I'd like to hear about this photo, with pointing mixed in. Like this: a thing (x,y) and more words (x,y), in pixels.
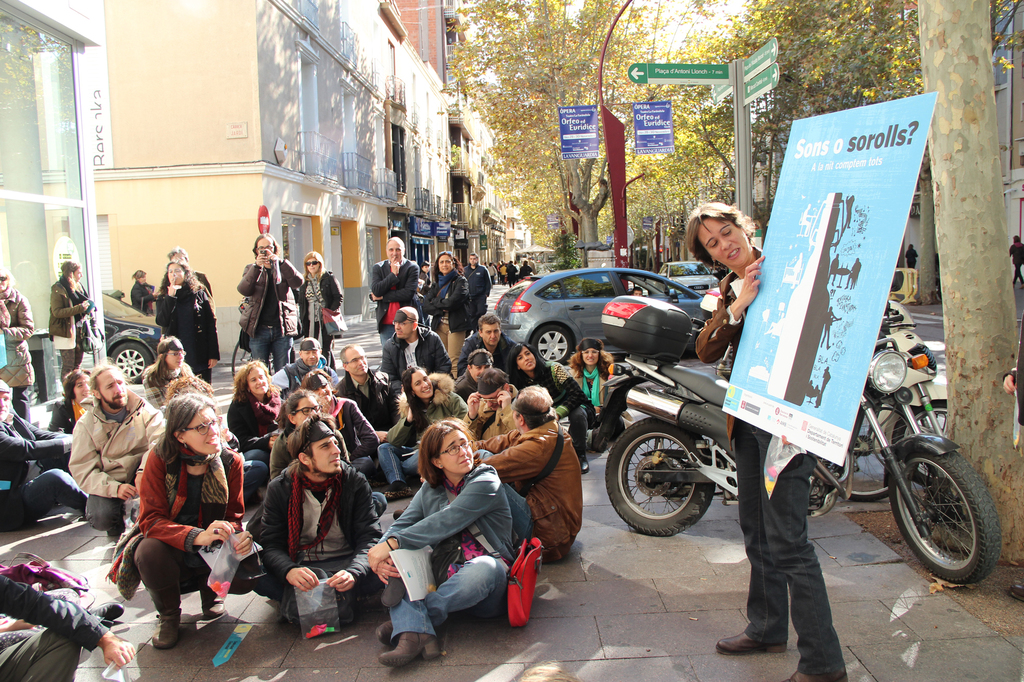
In this image I see number of people (478,403) in which most of them are sitting and I see the path (347,328) and I see that this woman (800,490) is holding a board (786,261) on which there are some pictures (845,221) and words (837,166) written. In the background (904,93) I see the buildings (137,65), trees (833,108) and I see few more boards (754,85) and I can also see the vehicles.
